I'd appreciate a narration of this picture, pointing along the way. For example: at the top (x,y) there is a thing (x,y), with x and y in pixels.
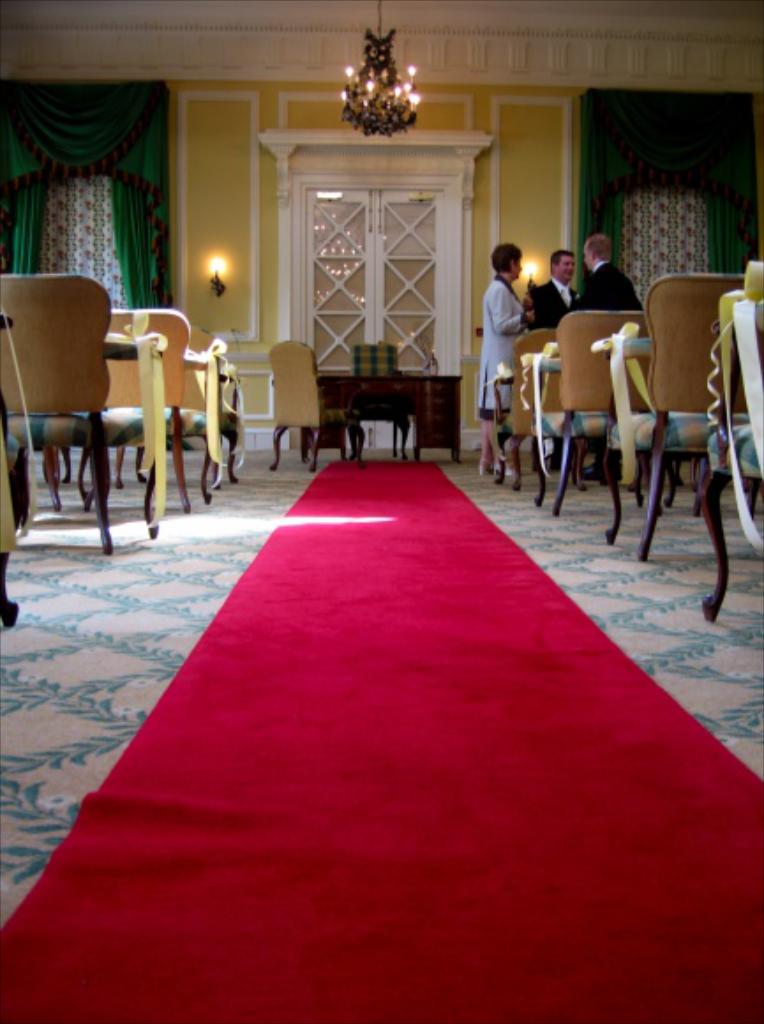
In this picture there is a woman (483,351) who is standing near to the table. Beside her there are two men (534,296) who is wearing a suit (576,288). In the background (414,296) we can see the window (414,306). At the top (389,115) there is a chandelier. On the right (726,549) and left side (18,424) we can see many chairs (63,417). At the bottom (525,829) we can see red carpet (518,655).
